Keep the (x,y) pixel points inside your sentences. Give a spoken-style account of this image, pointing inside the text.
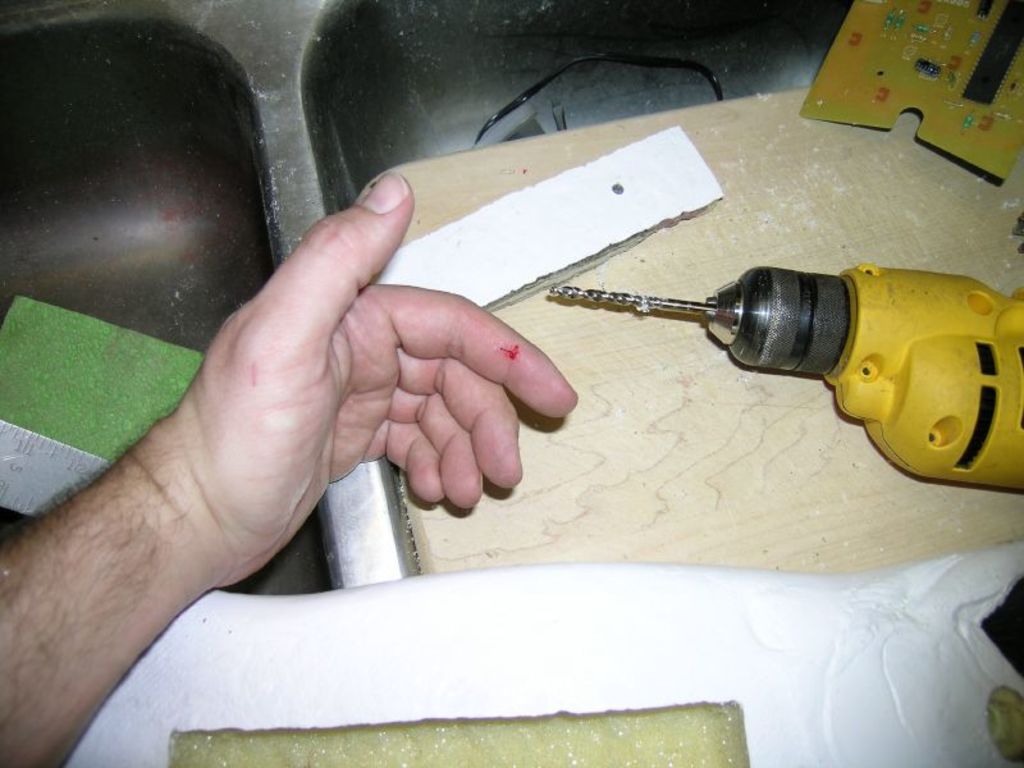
In the image on the wooden surface (847,208) there is a drilling machine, yellow board (952,118), white color objects (668,634). And there is a person hand (439,356). To the finger (492,333) of that person hand (498,354) there is blood (513,358). Below the wooden surface (497,175) there are sinks (105,239) with wires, scale (33,474) and green color object (65,404).
